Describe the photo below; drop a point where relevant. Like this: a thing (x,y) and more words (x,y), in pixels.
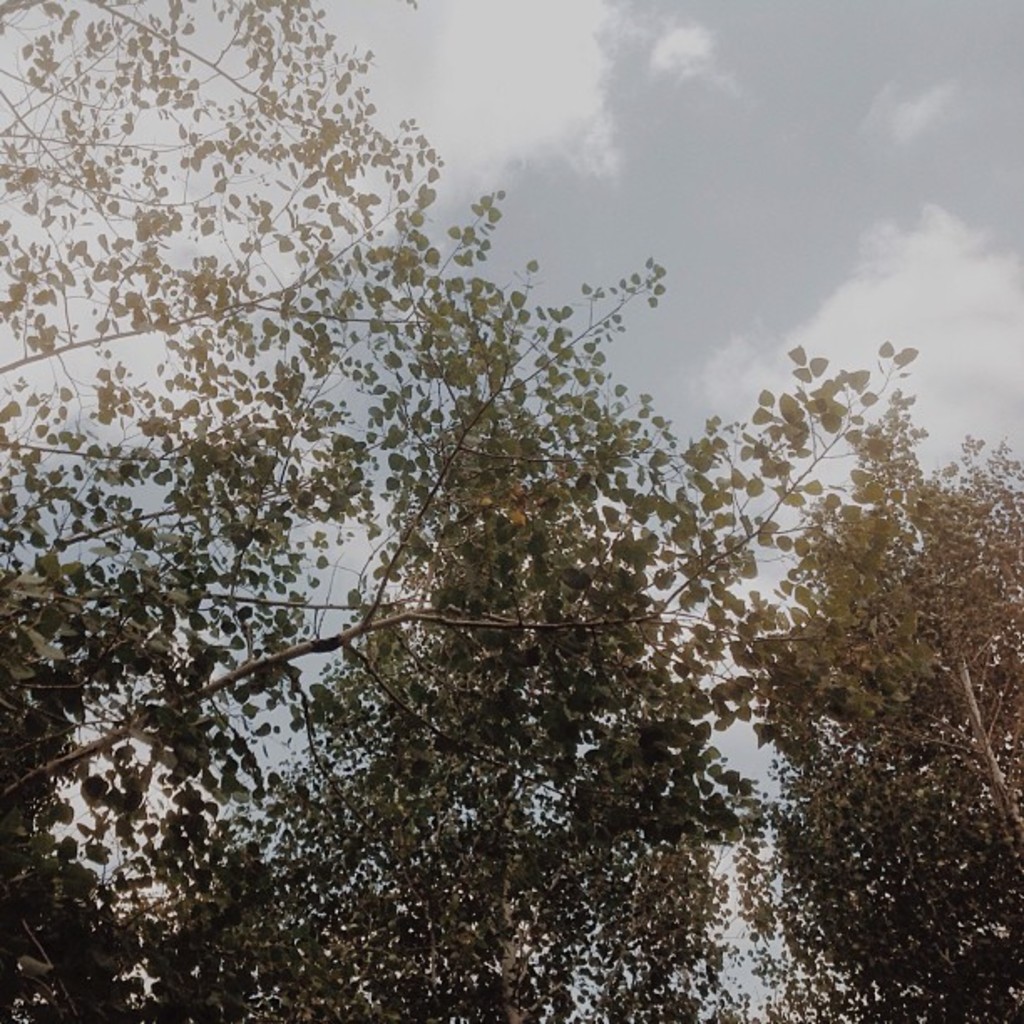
On the left side (208,385), there are trees (217,372) having green color leaves (454,540). On the right side (947,782), there is a tree (986,651) having green color leaves (867,871). In the background (911,346), there are clouds (775,336) in the sky (730,276).
